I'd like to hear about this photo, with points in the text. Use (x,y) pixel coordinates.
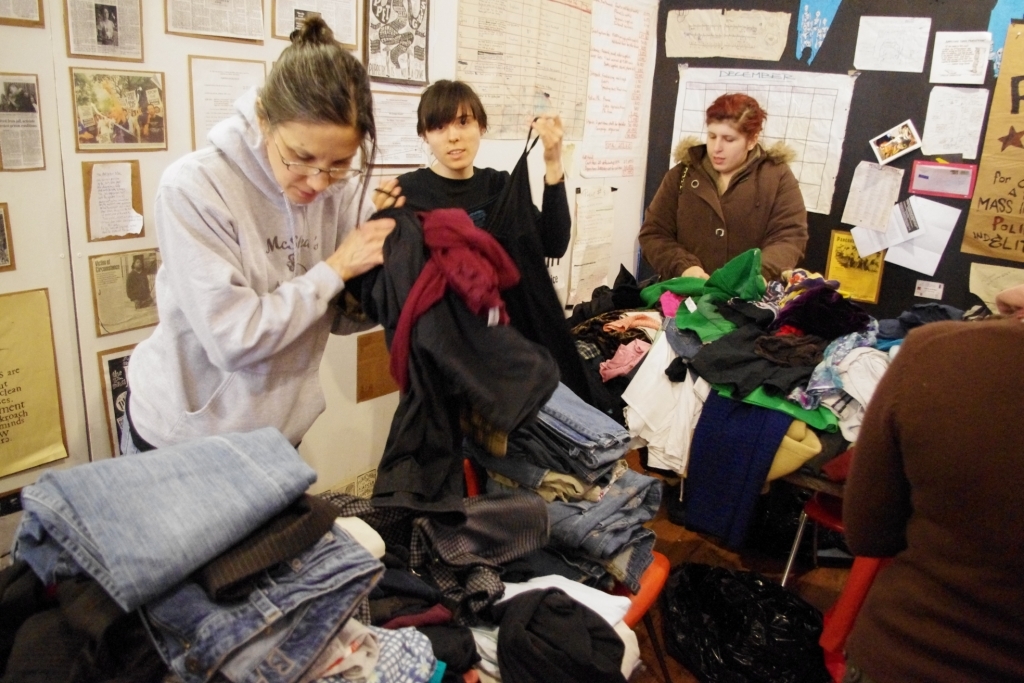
This picture describes about group of people (451,148), in front of them we can see few clothes (665,446) on the tables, behind to them we can find few papers (560,45) on the wall (95,66).
